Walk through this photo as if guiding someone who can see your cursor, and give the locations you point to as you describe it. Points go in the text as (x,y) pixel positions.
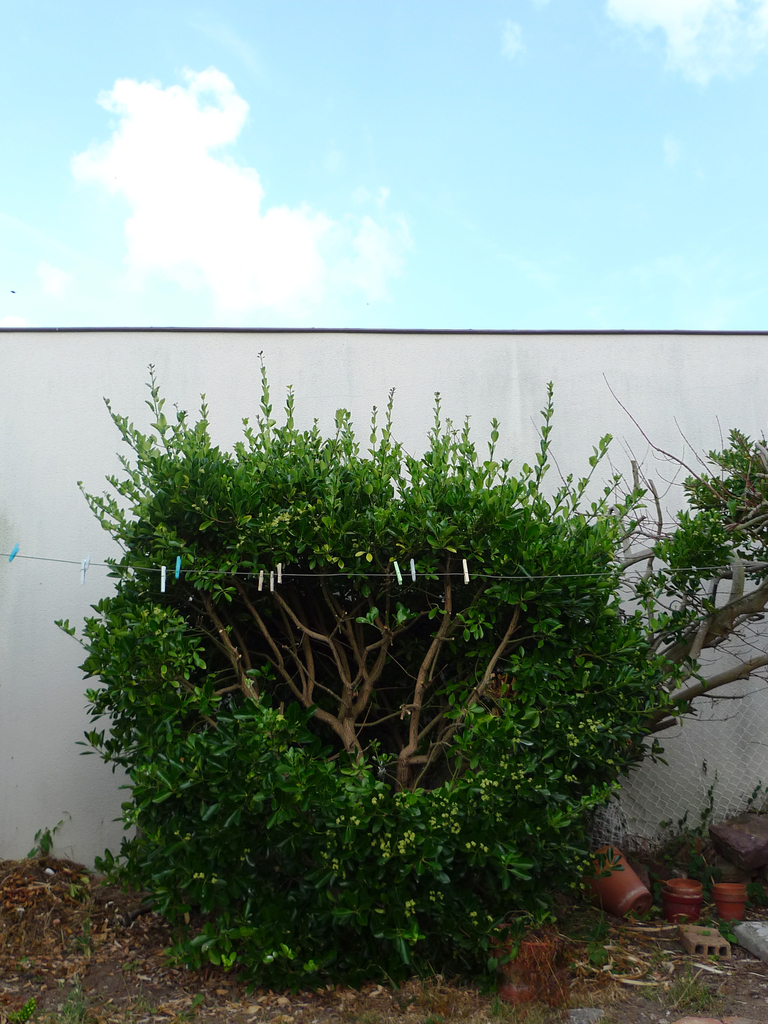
In this picture we can see a tree (288,879), clips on a wire (203,572), flower pots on the ground (147,924), wall (359,410) and in the background (512,219) we can see the sky (385,205) with clouds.
